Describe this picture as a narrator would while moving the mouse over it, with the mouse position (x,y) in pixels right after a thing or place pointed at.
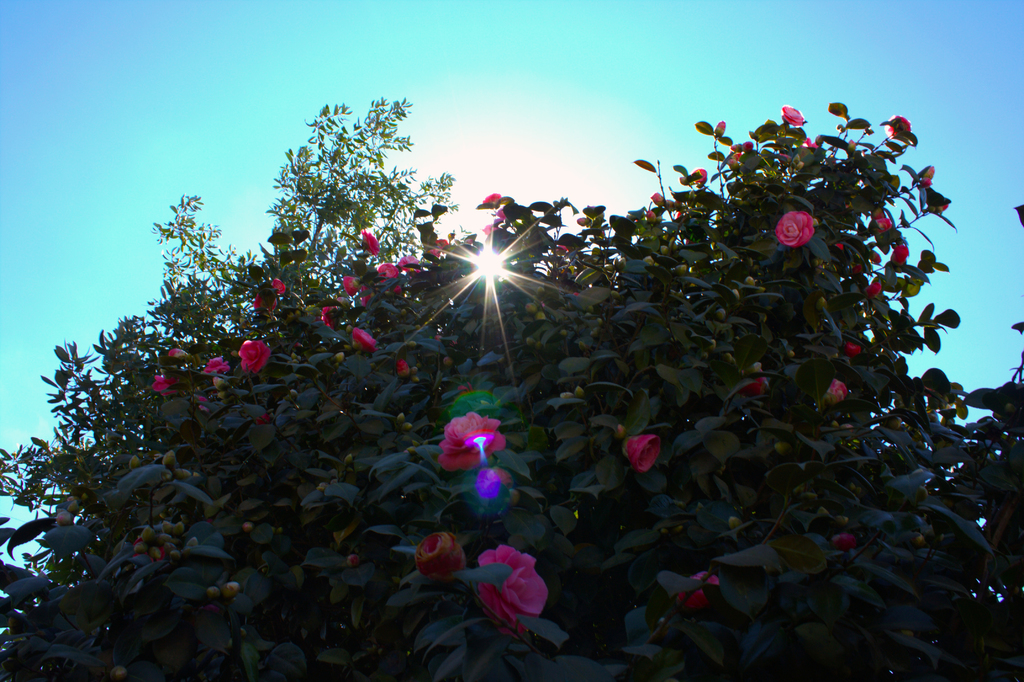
This is a green color tree (668,349) and a sky (592,85).
